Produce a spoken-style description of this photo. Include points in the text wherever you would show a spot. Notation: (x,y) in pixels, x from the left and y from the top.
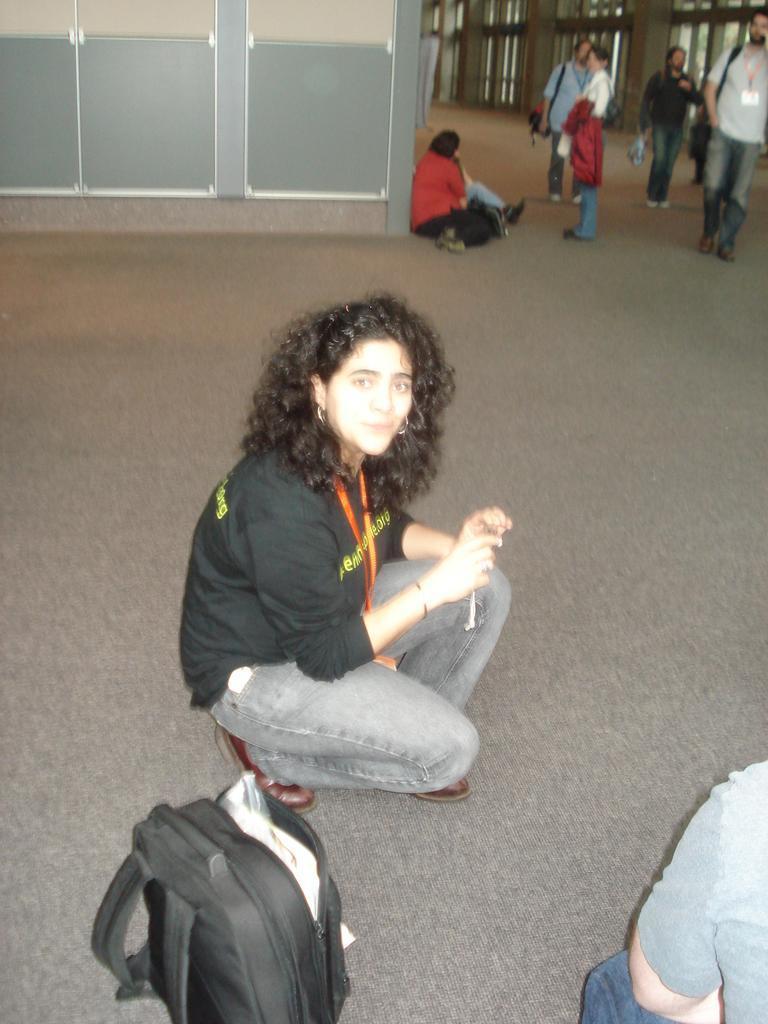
In this picture we can see group of people (342,337), few are sitting, few are standing and few are walking, at the bottom of the image (236,896) we can see a bag (236,896).
